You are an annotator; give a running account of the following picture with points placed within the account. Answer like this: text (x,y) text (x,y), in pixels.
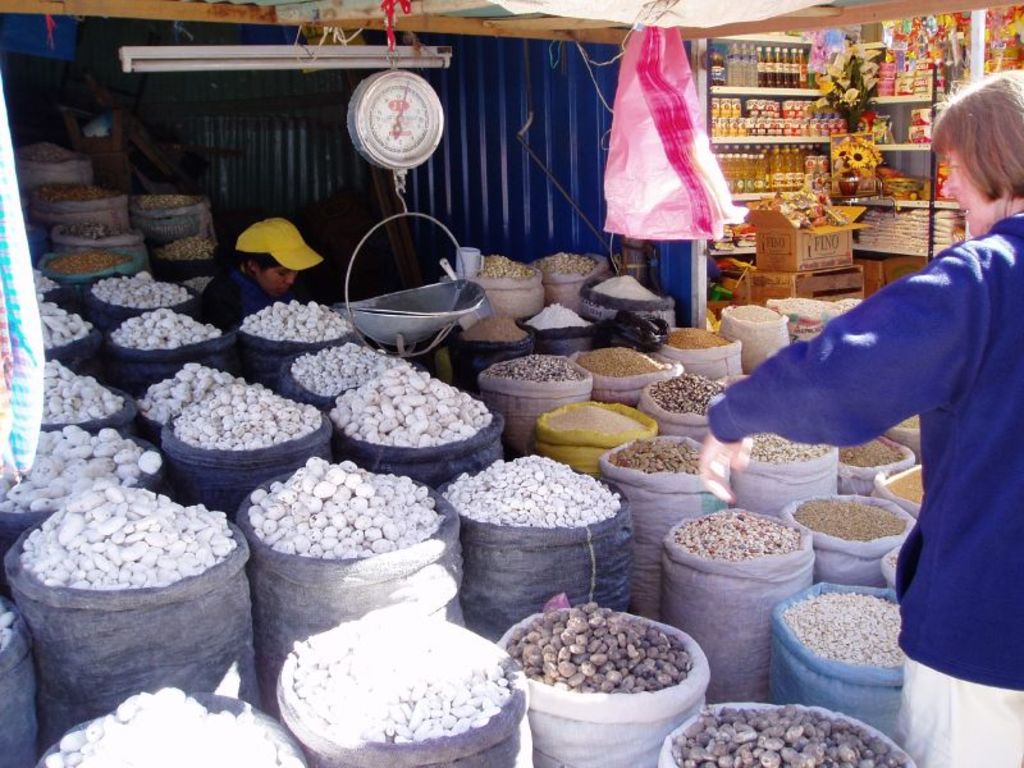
In this image I can see few food items (401,497) in the bags (165,581) and few bottles (768,162) and packets (958,37) in the shelves (938,98). I can see few cardboard boxes (826,244), few people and the weighing-machine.
